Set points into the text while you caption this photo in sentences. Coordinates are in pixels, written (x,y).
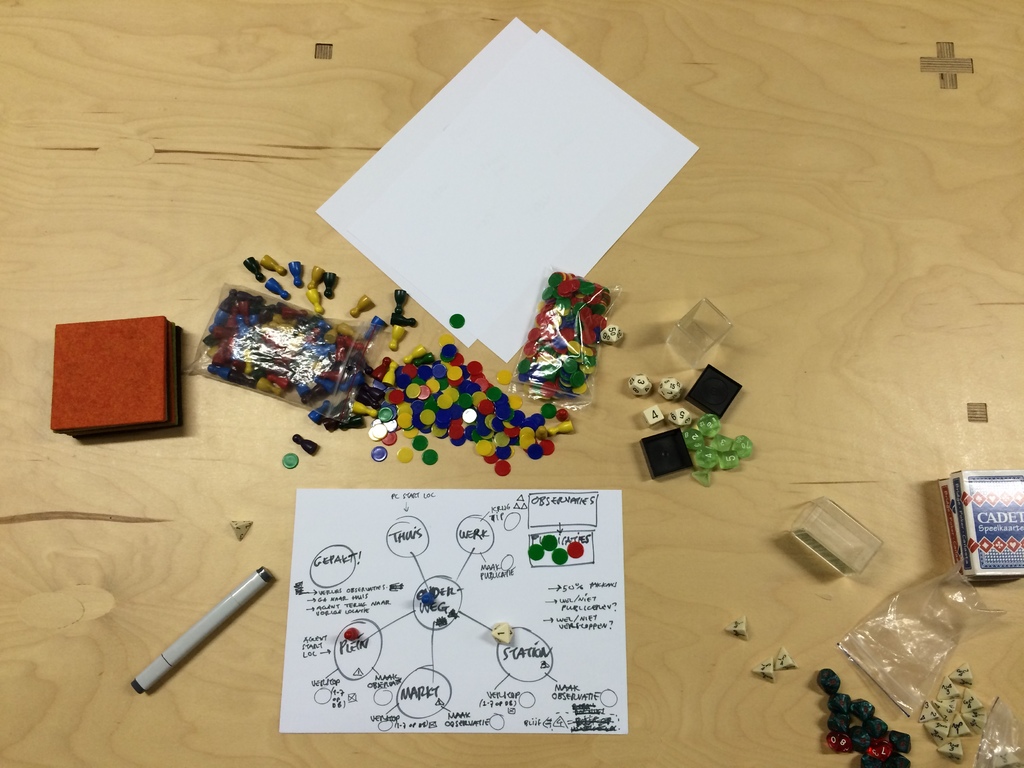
This image consists of papers (464,558) and dice (673,417) along with some boxes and a pen (229,614). At the bottom (148,630), it looks like a wooden floor (929,479) or a desk (915,433).
